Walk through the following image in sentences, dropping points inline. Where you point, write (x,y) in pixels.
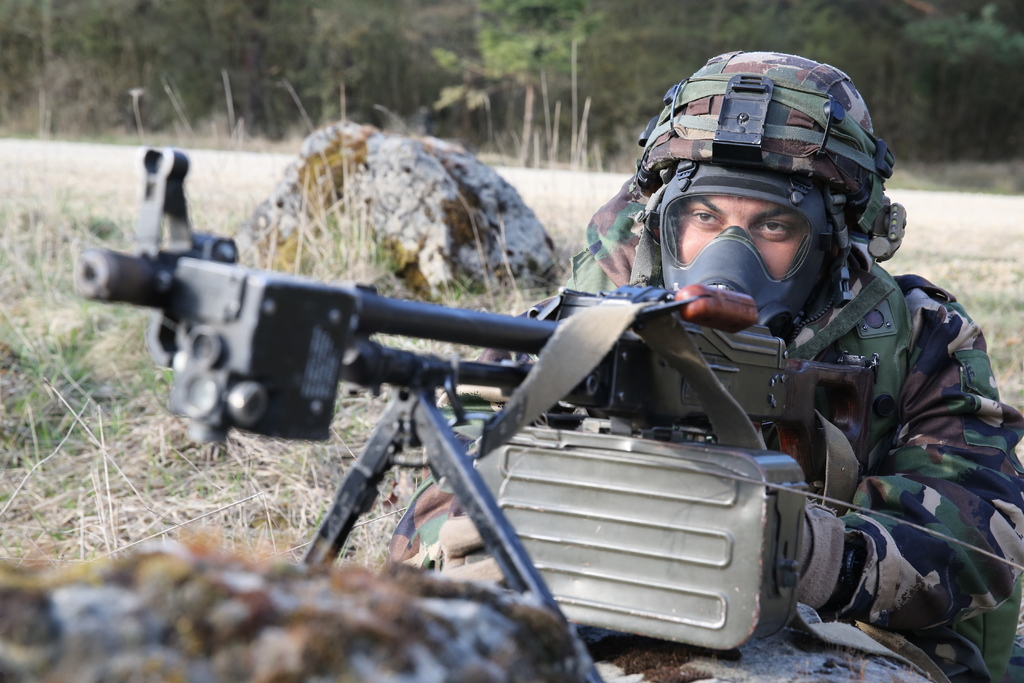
In this I can see an army man (960,436) is laying on the floor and holding the weapon (640,486), he wore army dress (884,351), cap (821,143). Behind him there are trees (385,63).
